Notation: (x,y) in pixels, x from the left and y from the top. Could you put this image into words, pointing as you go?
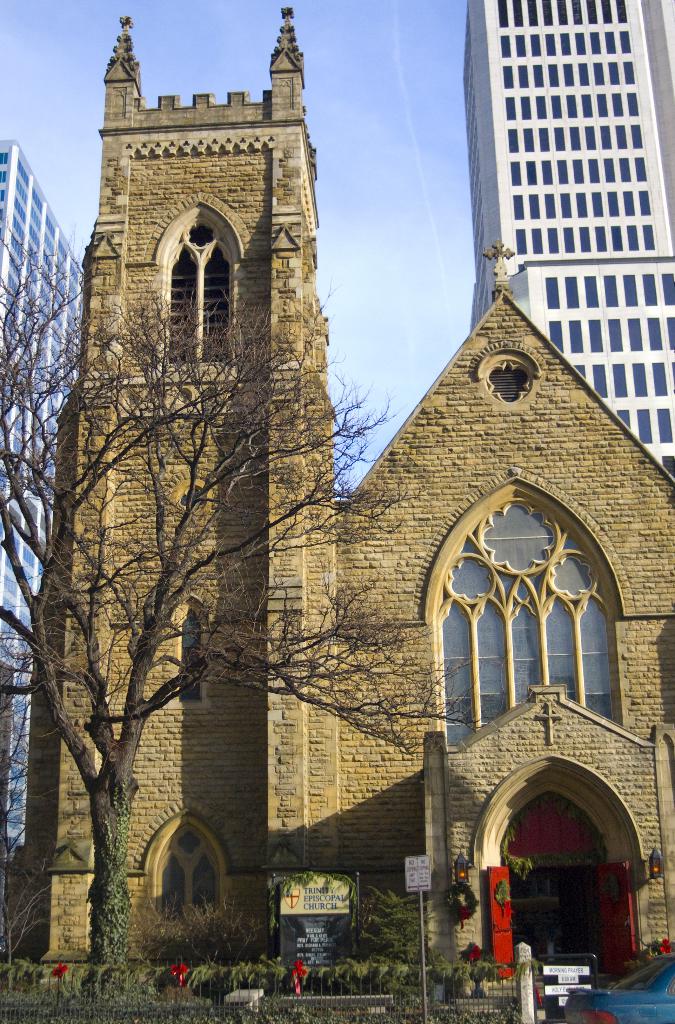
At the bottom of the picture (72,990), we see plants (384,966) and the pole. On the right side (601,989), we see a blue car (577,995) and a board (547,978) in black color with some text (575,972) written on it. In the middle of the picture (280,610), we see a castle (446,534) or the church (416,812). Beside that, we see plants (330,968) and a board (336,944) in black color with some text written on it. On the left side (198,416), there are trees (157,509). There are buildings (662,216) in the background (24,216). At the top (333,206), we see the sky (65,222).
